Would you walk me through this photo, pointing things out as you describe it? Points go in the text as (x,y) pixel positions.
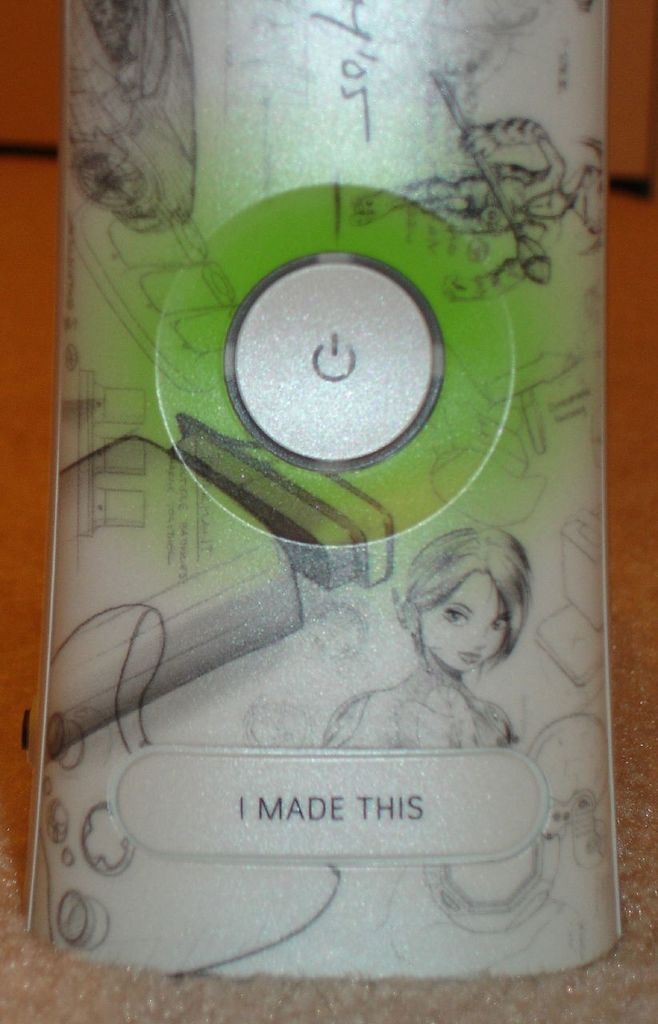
This image consists of a game console (281,544) in which we can see a power button (322,447).
